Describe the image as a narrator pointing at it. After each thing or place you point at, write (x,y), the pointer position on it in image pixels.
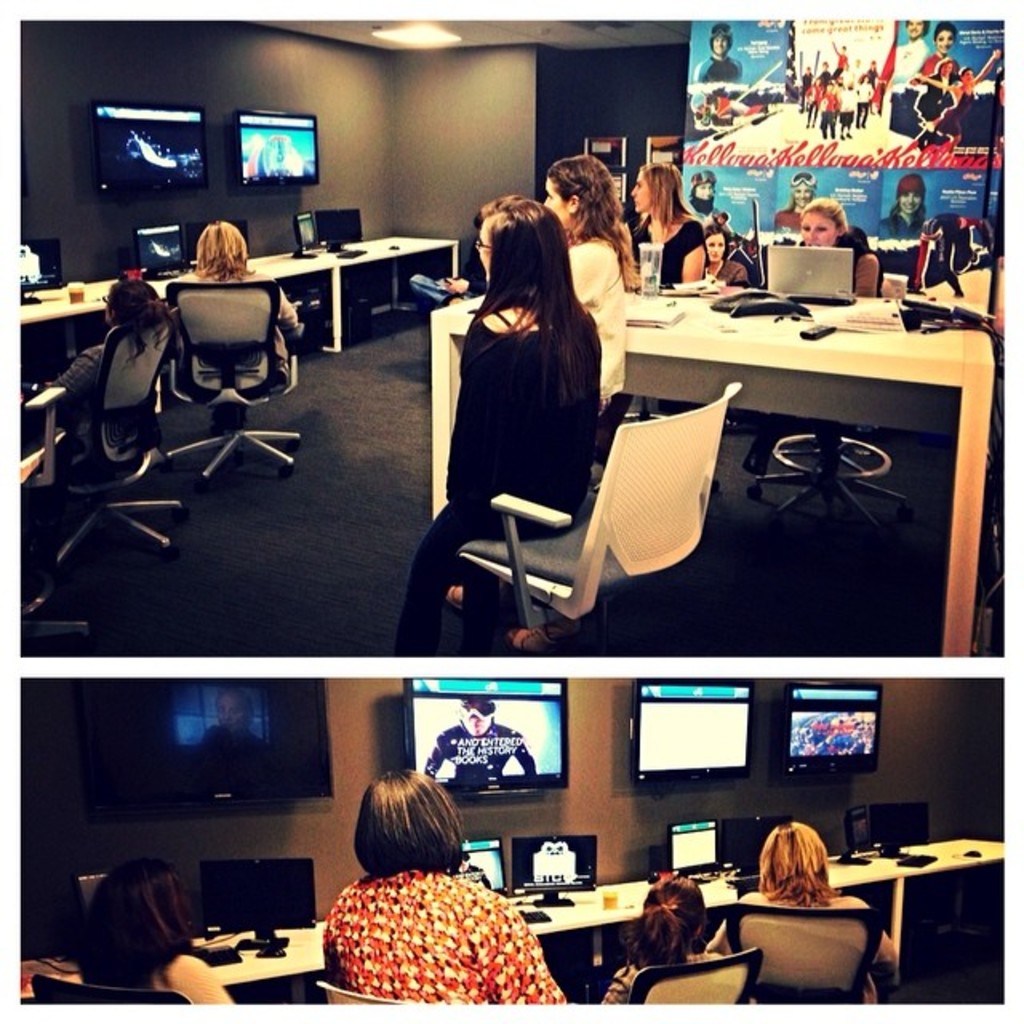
This is a collage of two images. In the first image there are some people (569,470) in front of the tables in the chairs (199,339). There are two televisions (179,141) attached to the wall (345,134) in the background (187,162). In the second picture, there are some people (380,921) watching four televisions (707,732) attached to the wall (361,720), in front of a table (560,918) on which some computers (290,880) were placed.
